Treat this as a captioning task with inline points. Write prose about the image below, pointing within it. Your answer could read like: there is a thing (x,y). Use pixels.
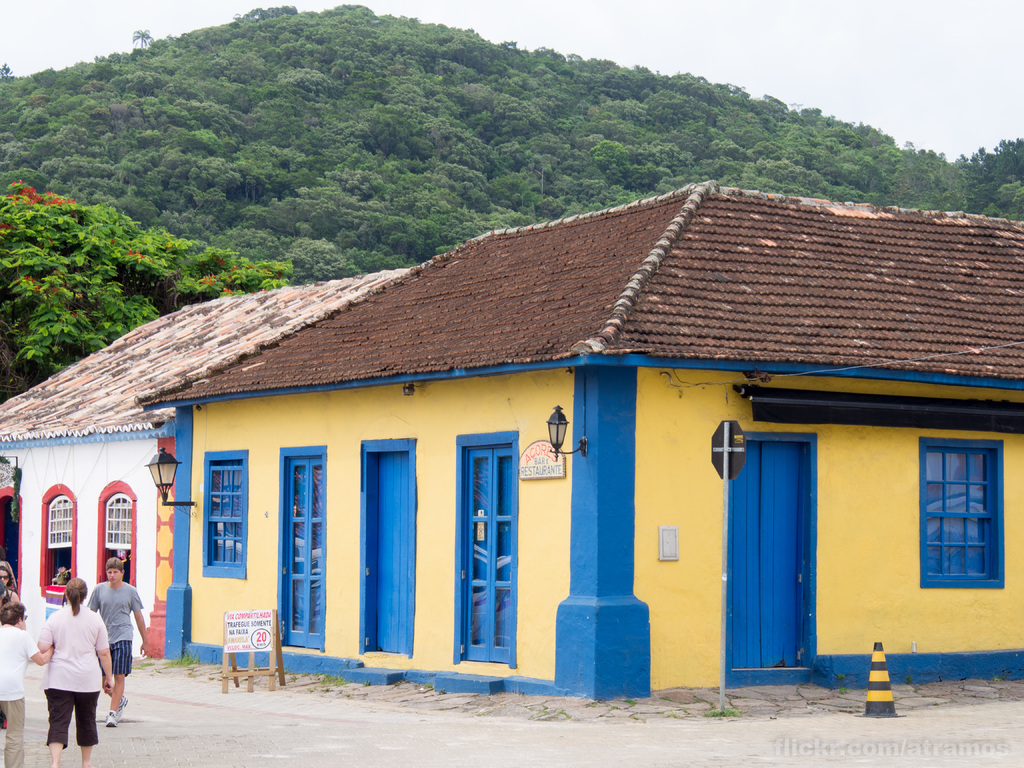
In this image there are buildings (453,467) and trees (463,227). On the left (72,617) there are people (72,617) we can see a board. On the right (881,706) there is a traffic cone (872,696). In the background (467,218) there are hills (542,127) and sky (500,22).
